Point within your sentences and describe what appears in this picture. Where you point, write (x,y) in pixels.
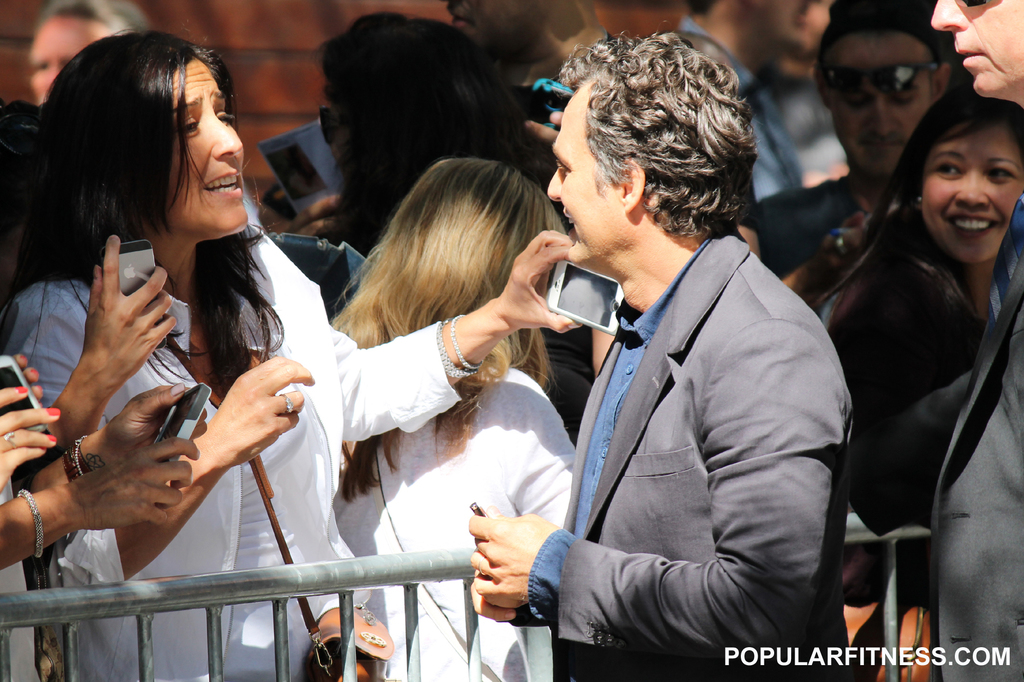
There are people (230,528) standing and holding mobiles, in between these two people (336,555) we can see fence (267,588). In the background (239,17) we can see people (1013,120) and wall (372,6).
